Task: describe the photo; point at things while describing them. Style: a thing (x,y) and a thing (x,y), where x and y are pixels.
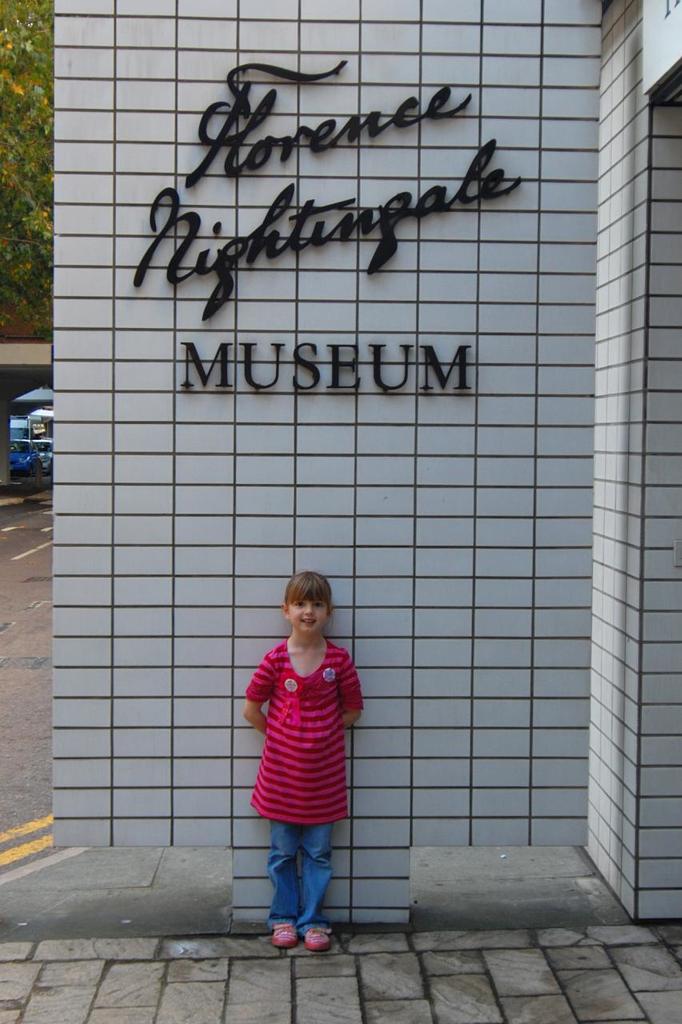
A girl (283,816) is standing wearing a pink top (302,759) and jeans (303,892). There is a wall (246,327) behind her and ''museum'' is written on it. There is a road (0,615) and trees (46,157) on the left (39,535).
